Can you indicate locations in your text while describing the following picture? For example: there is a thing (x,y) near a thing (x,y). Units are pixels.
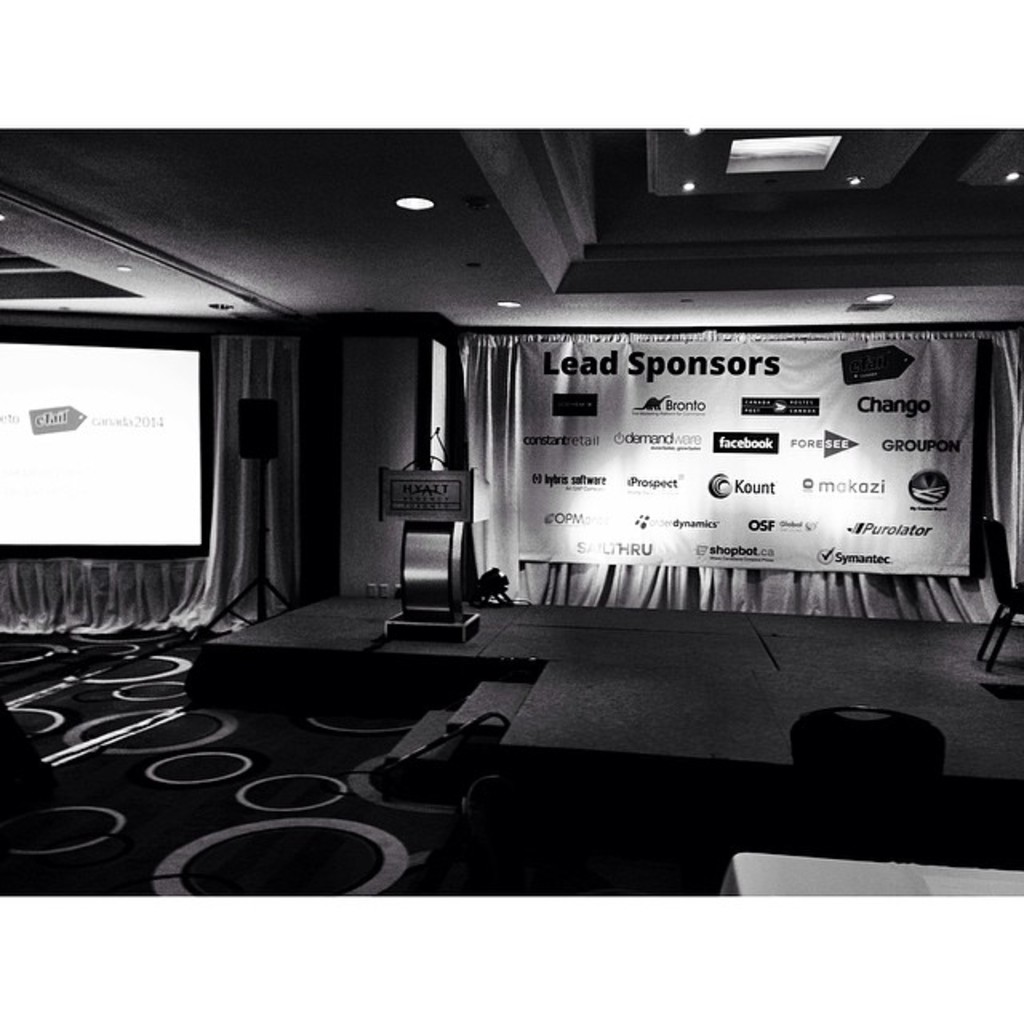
Above this stage (830,667) there is a chair (1001,606) and podium (409,493). In-front of these curtains (475,353) there is a hoarding (825,536) and screen (162,432). These are lights (792,148). Front we can see chair (850,800) and table (884,871). This is speaker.
